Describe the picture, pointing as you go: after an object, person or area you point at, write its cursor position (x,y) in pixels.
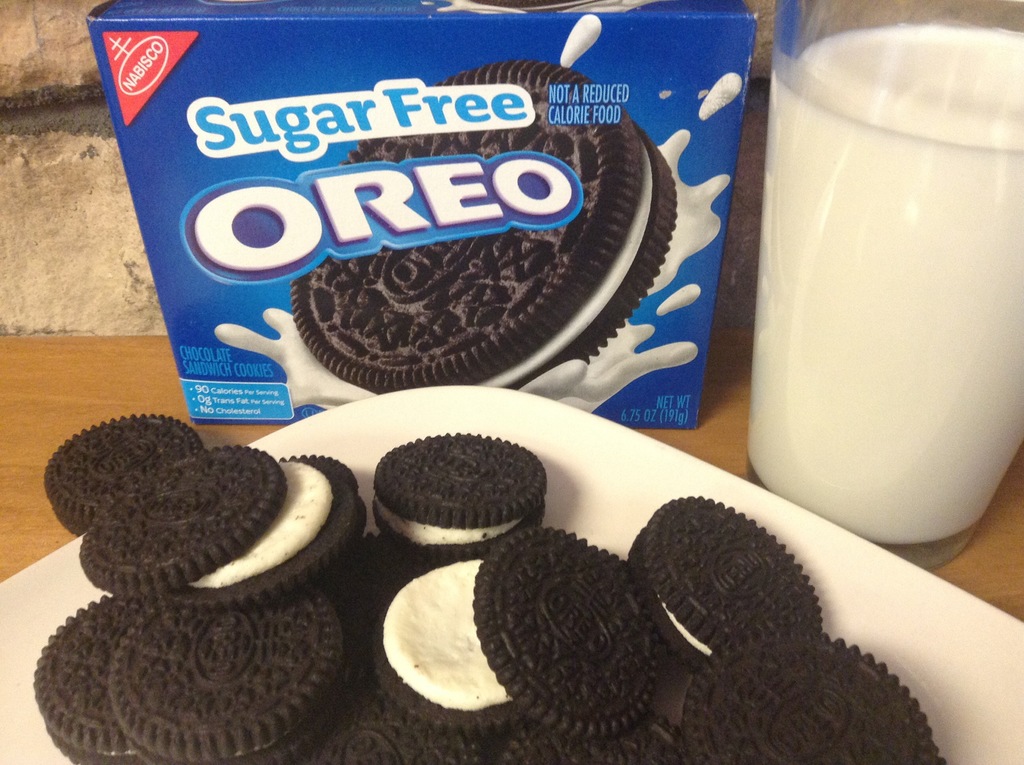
In this image we can see some biscuits (308,534) on the plate (539,455), there is a milk glass (877,273) and a biscuit packet (259,302) on the surface (21,562).
